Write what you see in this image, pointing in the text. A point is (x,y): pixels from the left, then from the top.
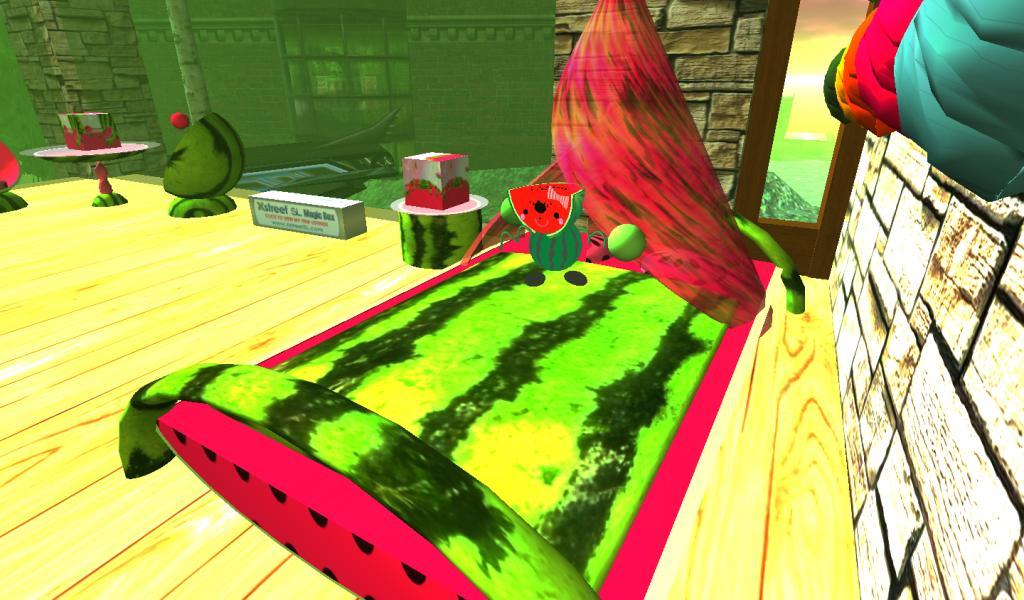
This image looks like it is edited. In the front (659,458), we can see the watermelons (187,401) are made into pieces (500,440) and shaped in the form of bed (655,548) and stools (409,250). At the bottom (46,442), there is a floor (168,361). In the background (702,86), there is a wall (967,372).
